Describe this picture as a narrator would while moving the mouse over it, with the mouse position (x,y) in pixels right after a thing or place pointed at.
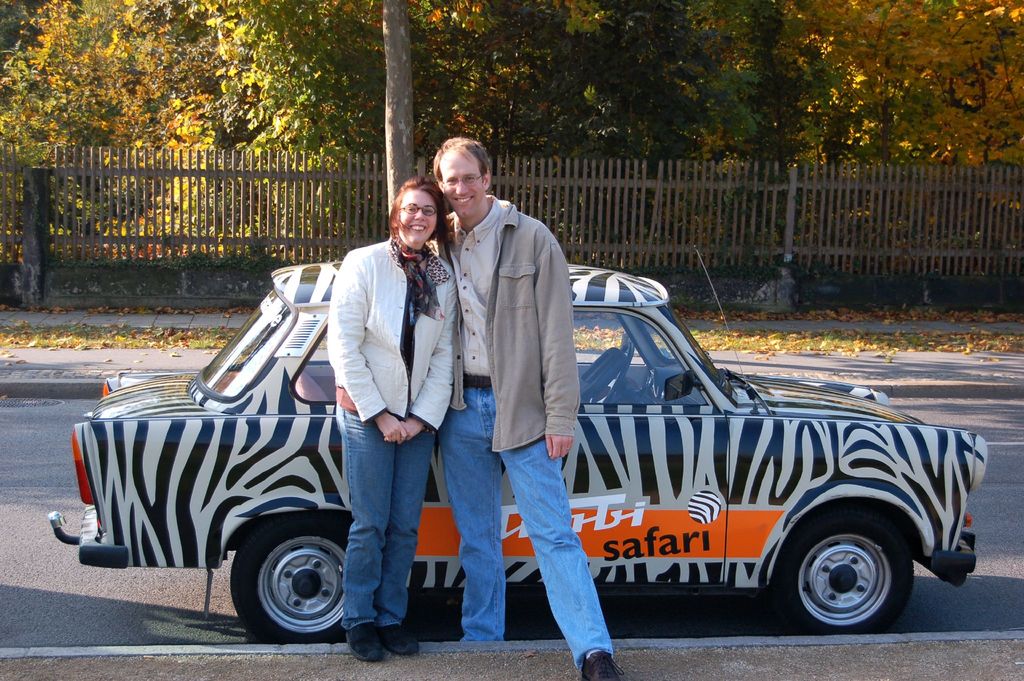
In this picture I can see a man (488,262) and a woman (390,634) standing and smiling. I can see a vehicle (911,524) on the road (986,418), and in the background (691,130) there are trees (595,100) and fence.
